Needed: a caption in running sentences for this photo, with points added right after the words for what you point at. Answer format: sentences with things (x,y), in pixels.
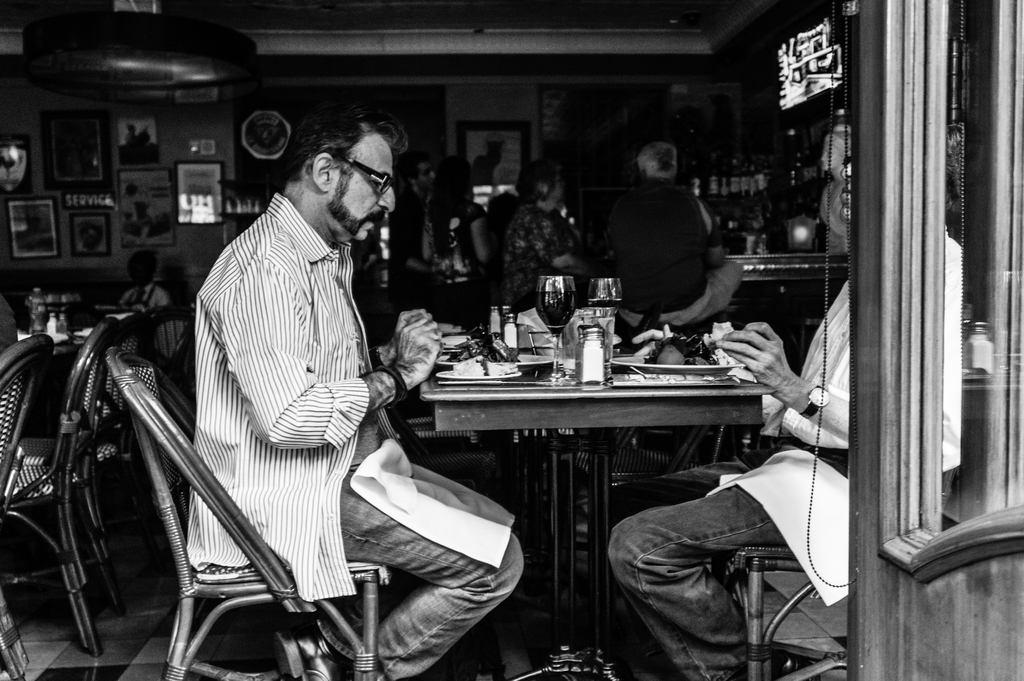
This is a picture where a man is sitting in the chair (118,355) near the table (555,423), another man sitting in the chair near the table (552,403) and in table (571,396) there are bottle (584,339), plate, food (678,360) and in back ground (626,336) there are group of people (450,179) standing and frames (72,138) attached to the wall (14,98).
